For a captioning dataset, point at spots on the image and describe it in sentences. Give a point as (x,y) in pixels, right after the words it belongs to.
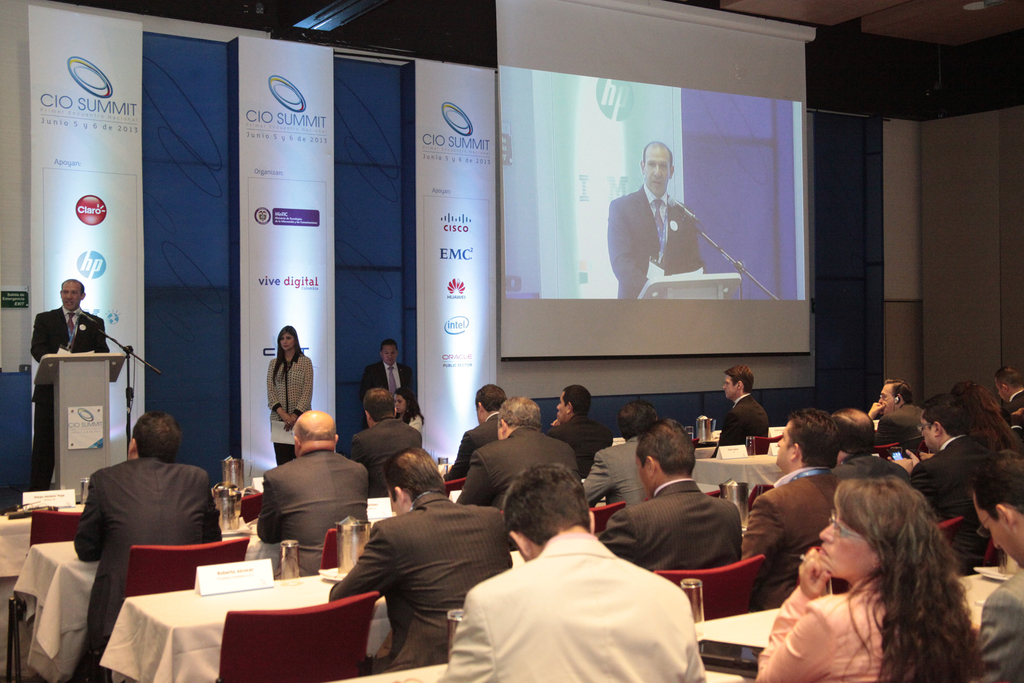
In this image it seems like a summit in which the person (68,322) standing near the podium (74,381) is giving a speech to the people (89,502) who are sitting. There is a table (200,607) in front of the person (424,590) who is sitting. On the table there is jug (346,531) and a name board (217,582). On the top (649,213) there is a projector (600,57). There are banners (106,172) near the wall (23,142).
